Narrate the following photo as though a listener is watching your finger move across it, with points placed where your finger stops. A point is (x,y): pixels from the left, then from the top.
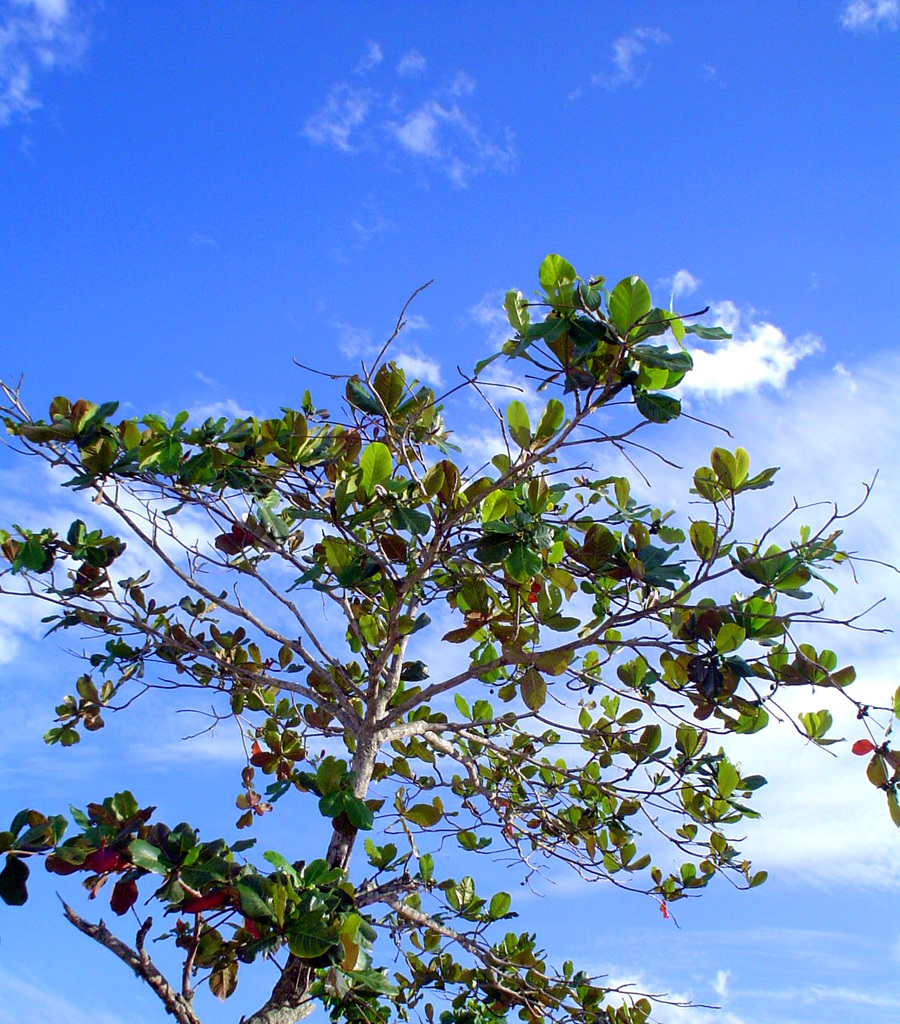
In this image I can see the plant (514,469) and few green color leaves (24,818). The sky (474,179) is in white and blue color.
